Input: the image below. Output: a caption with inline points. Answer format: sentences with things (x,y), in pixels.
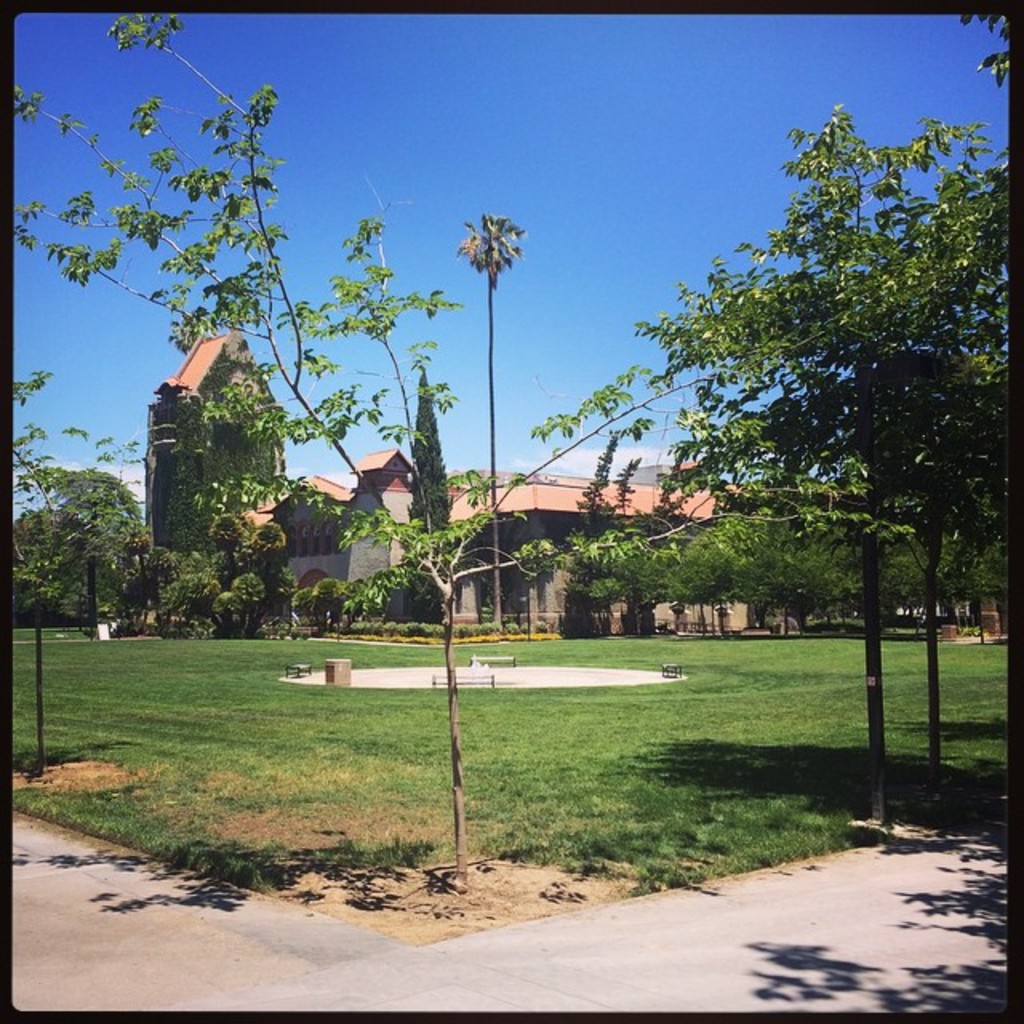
In this picture we can see a fountain area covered with grass (477,844), trees (462,868) & a walking path (80,883). In the background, we can see a house (191,375). The sky (549,271) is blue.
